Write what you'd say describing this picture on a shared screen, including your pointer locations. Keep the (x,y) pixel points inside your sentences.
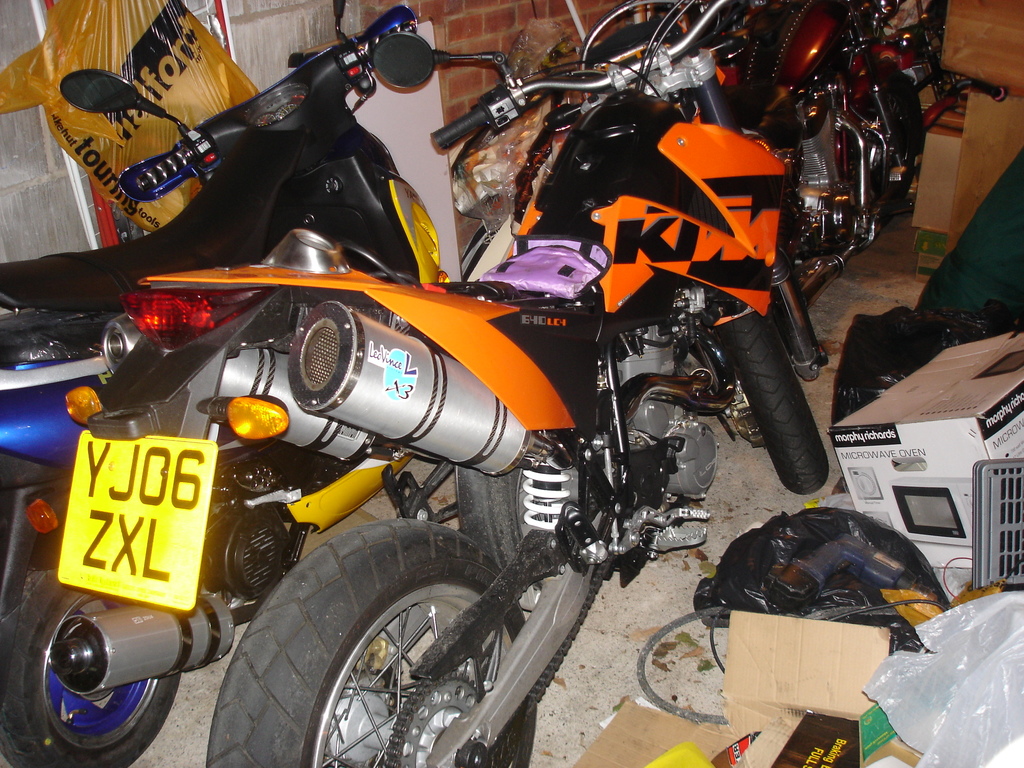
In the image there are motorbikes (555,187) and beside the bikes (543,535) there are some boxes (952,460), in the background (254,37) there is a brick wall (465,72).
